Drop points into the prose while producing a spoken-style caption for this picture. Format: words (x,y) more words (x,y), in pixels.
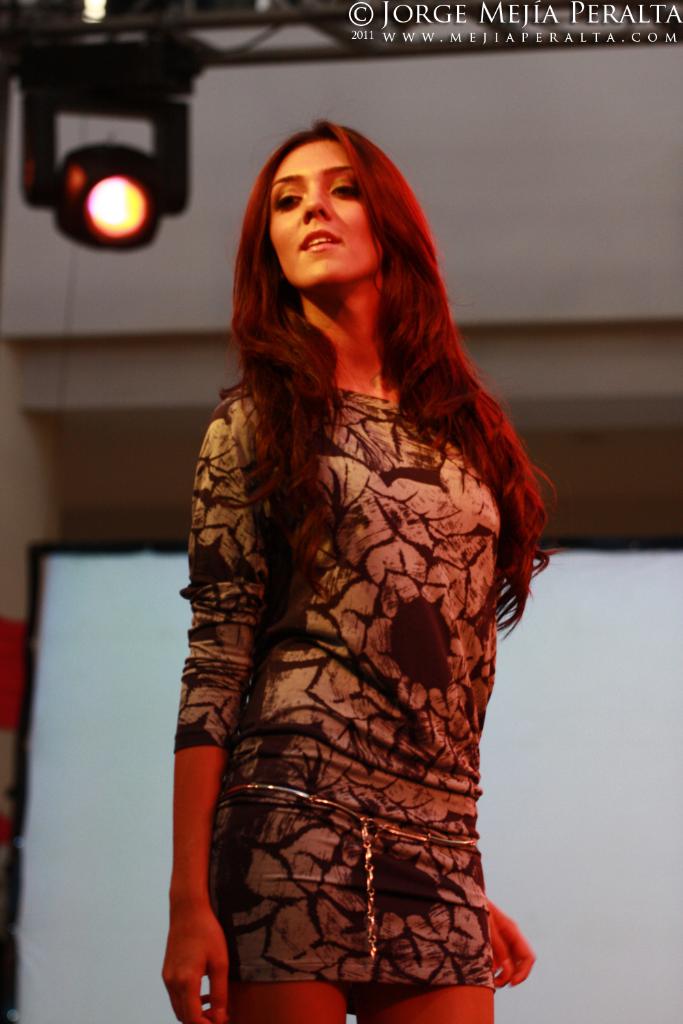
In the middle of the image (363,548) we can see a woman (352,566), she is standing, behind her we can see a light (186,125), in the top right hand corner (523,38) we can see some text (527,19).
